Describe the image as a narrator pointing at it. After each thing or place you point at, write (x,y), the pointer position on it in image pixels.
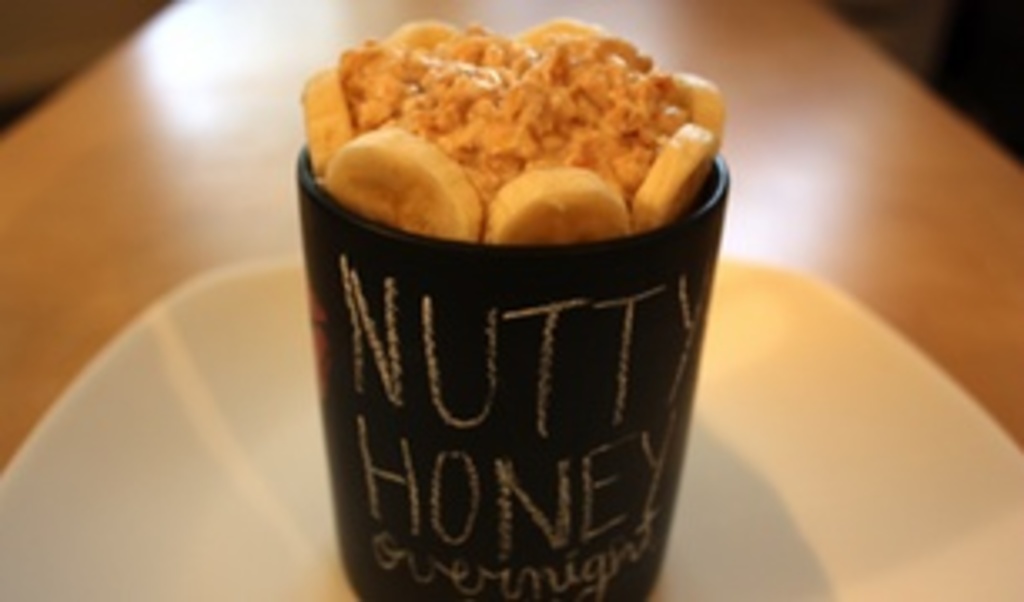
In this image we can see food item (418,59) in a cup (557,375) and a plate (224,580) on a table (11,337). Here we can see something is written on the cup (534,373).
